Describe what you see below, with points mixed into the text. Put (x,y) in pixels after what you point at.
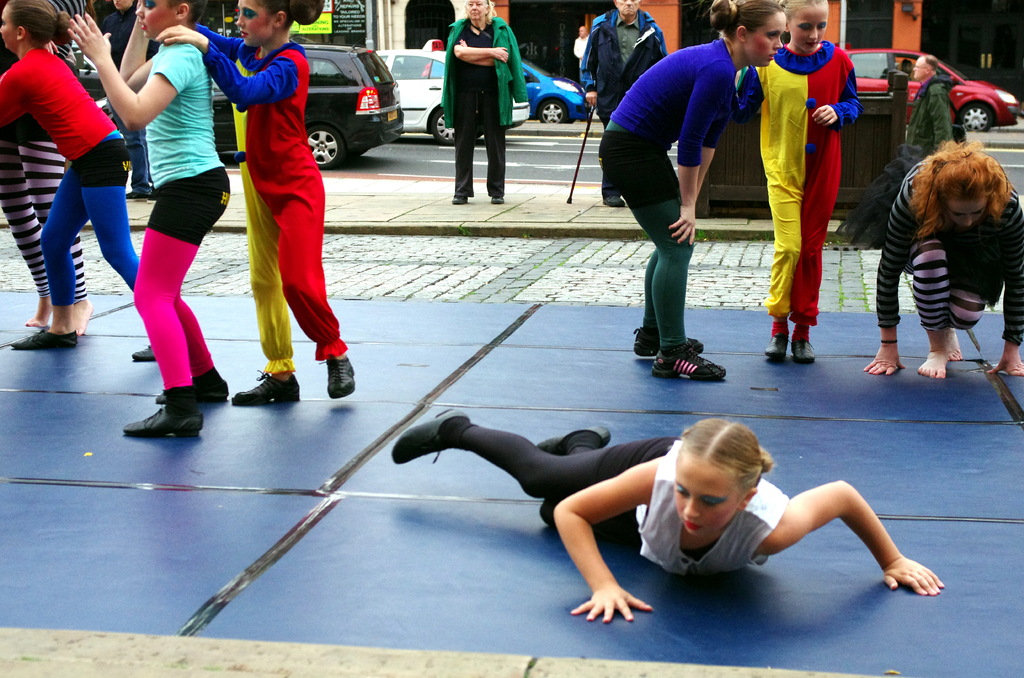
In the picture, beside the footpath (215,239) there are few people (646,354) performing some activity and behind these people (321,188) they are some vehicles (539,102) moving on the road (536,137) and on the other side of the footpath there is a building (829,23).
